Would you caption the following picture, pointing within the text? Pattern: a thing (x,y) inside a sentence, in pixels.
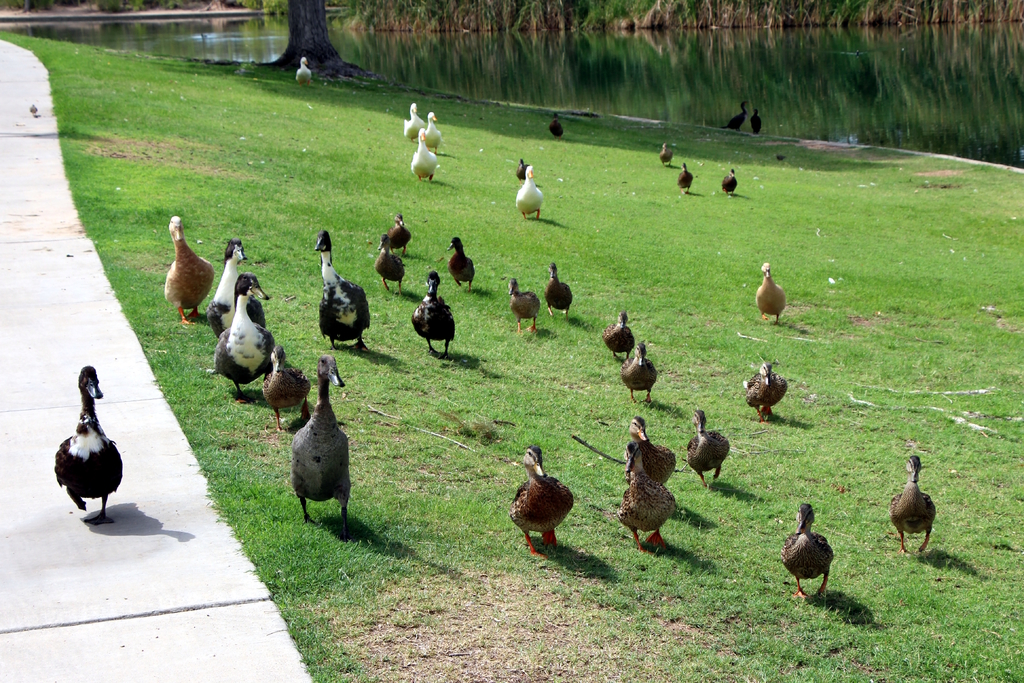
In this image we can see land (288,356) with grass (778,640) and so many ducks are there. Behind one lake (671,78) is present and tree (304,31) is there.
